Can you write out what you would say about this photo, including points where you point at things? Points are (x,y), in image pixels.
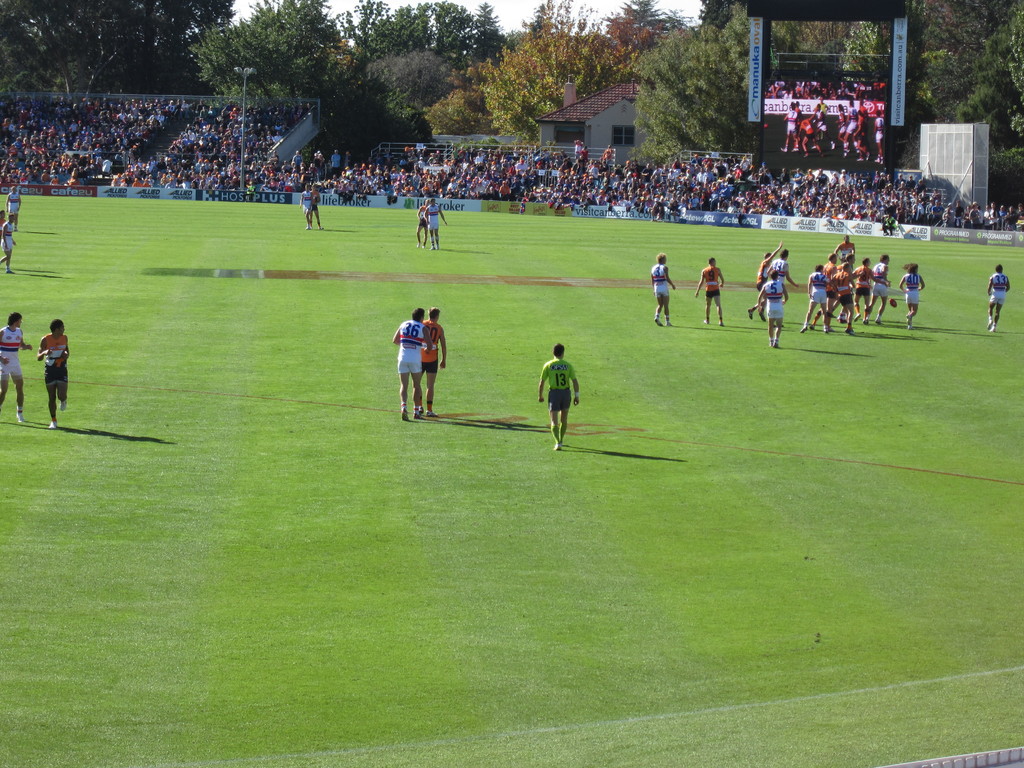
In this picture I can see the green grass (628,362) in front (1003,374) on which there are number of people (853,273) who are wearing jerseys (859,285) and in the background (266,118) I can see few more people (266,118), a building (549,131), a screen (764,69) and number of trees (625,52). In the middle of this picture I can see number of boards (698,214), on which there is something written.
